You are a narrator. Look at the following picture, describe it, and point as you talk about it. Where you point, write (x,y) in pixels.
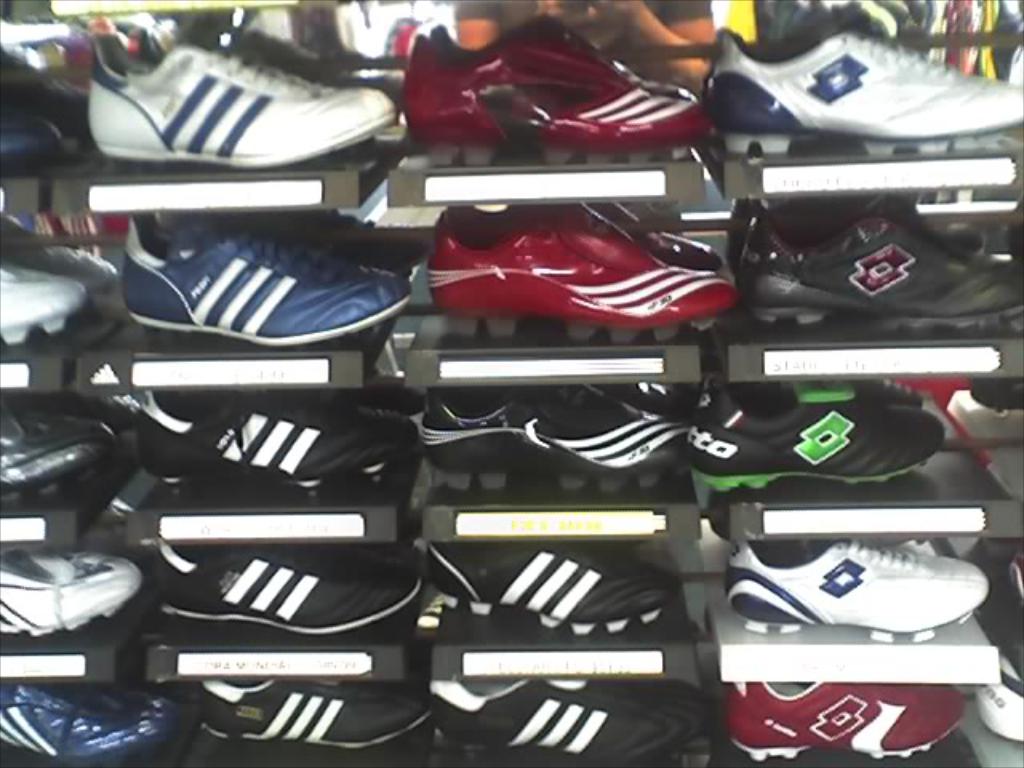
In this image, we can see some shoes (277,325) kept in the shelves (999,153).
